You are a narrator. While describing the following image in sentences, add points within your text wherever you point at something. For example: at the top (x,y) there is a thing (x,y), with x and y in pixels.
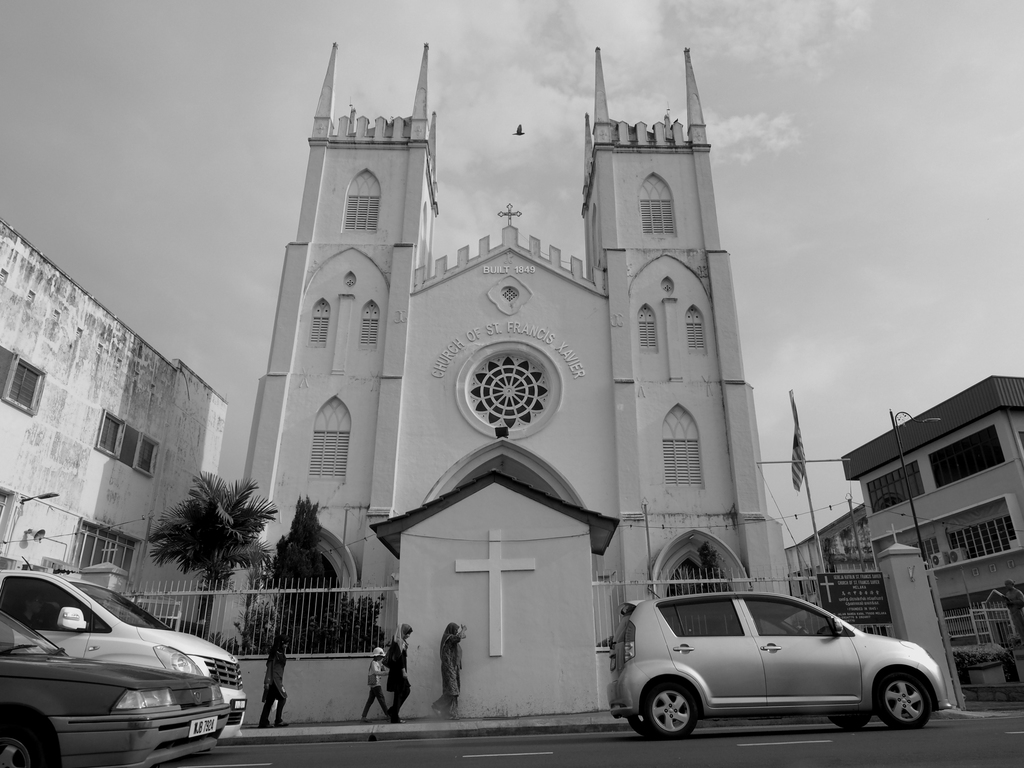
This is the black and white image where we can see cars (175,735) moving on the road (365,765), a few people (457,693) walking on the sidewalk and we can see fence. In the background (228,644), we can see the fence (180,590), the Church (423,524), buildings (19,469), fence (782,582), wires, sky (910,284) with clouds (263,278) and a bird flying in the air (513,161) in the background (518,151).
